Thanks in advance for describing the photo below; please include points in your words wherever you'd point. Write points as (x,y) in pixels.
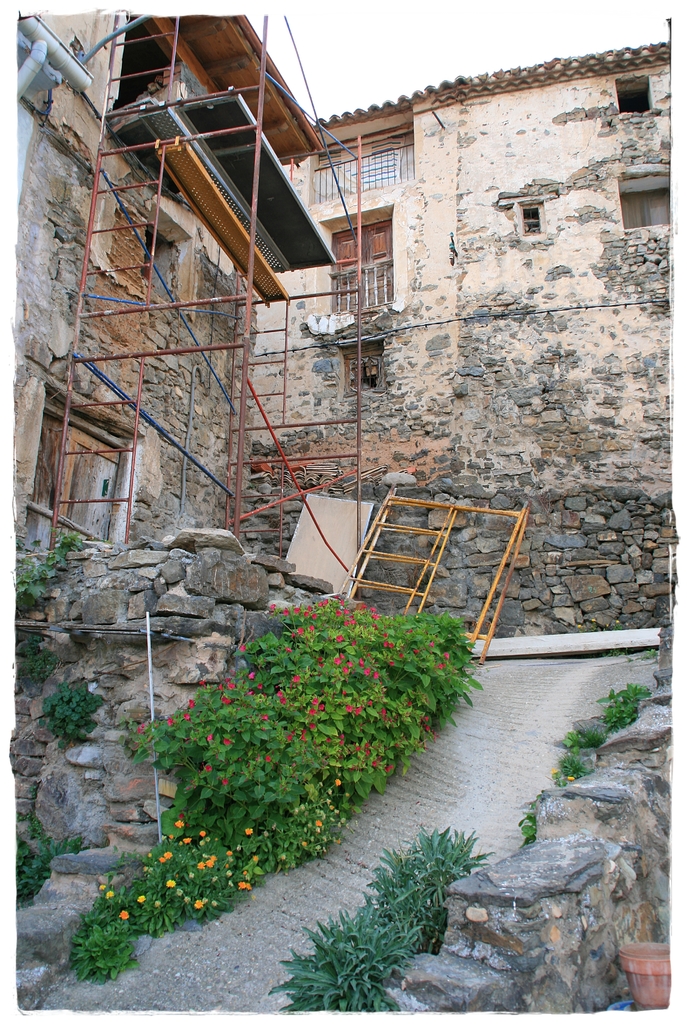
In this image I can see flowering plants (325,803), stone fence (452,888), metal rods (375,526), buildings (425,146) and the sky (552,19). This image is taken may be during a day.
